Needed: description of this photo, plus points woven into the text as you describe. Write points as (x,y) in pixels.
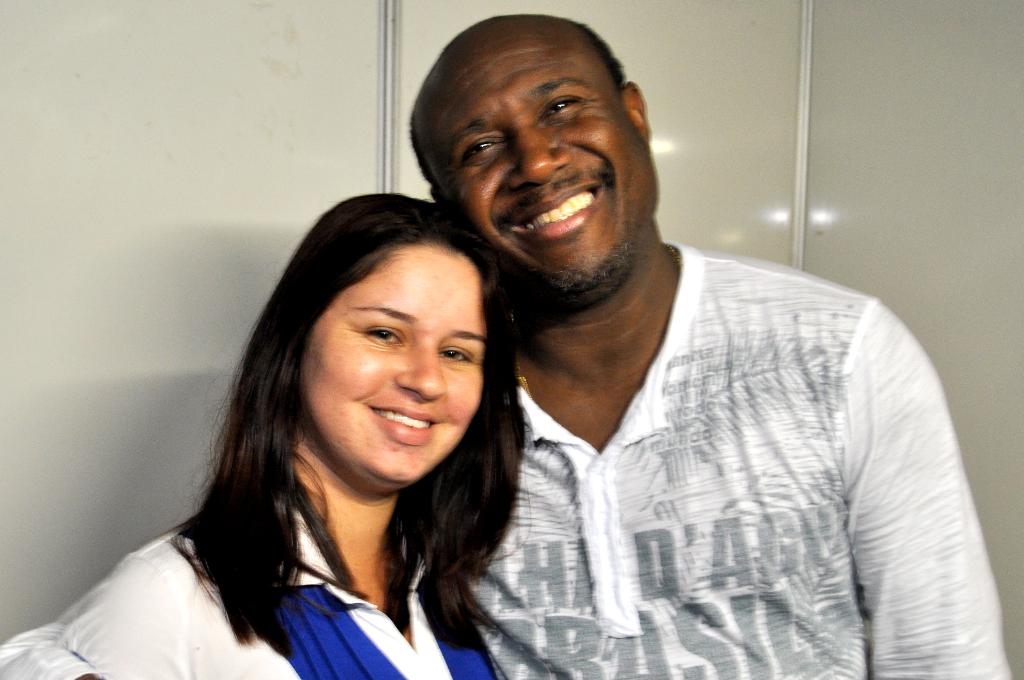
In the picture we can see a man (735,507) and a woman (304,451) standing together and smiling and man (704,508) is wearing a white T-shirt (644,496) and woman (460,550) is wearing a white dress (300,639) with some blue color on it and behind them we can see a wall (964,339).
